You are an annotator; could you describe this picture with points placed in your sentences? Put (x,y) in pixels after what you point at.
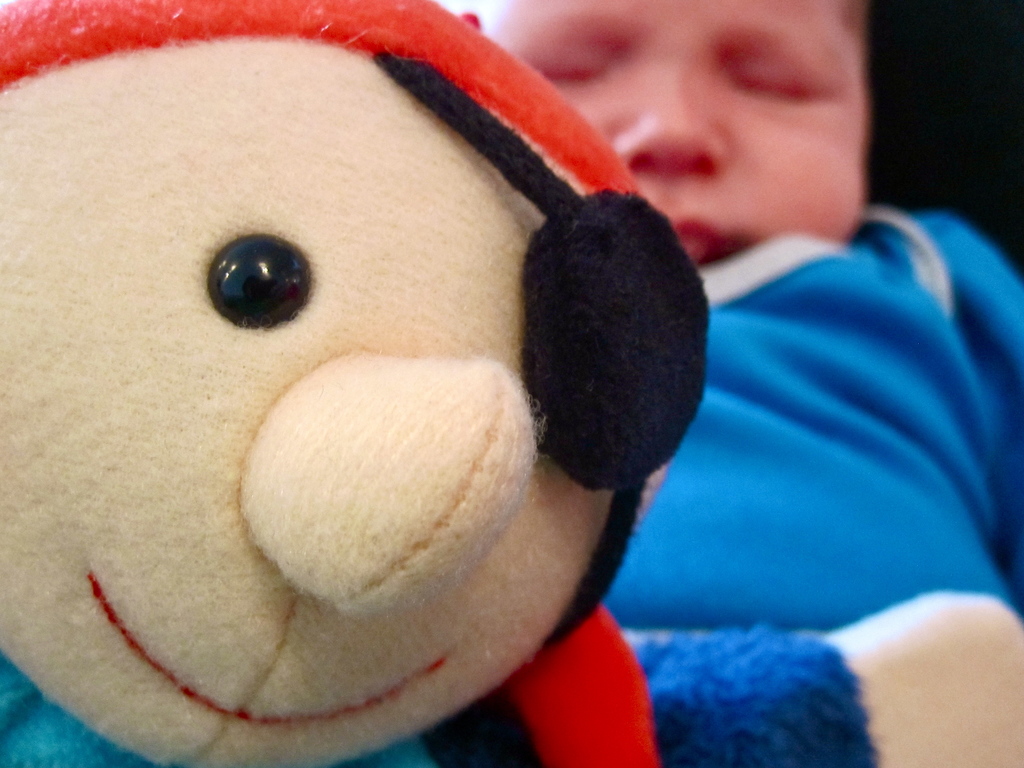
On the left side (236,405) it's a doll (399,470), on the right side (820,325) a baby (791,402) is sleeping. This baby (787,506) wore blue color dress (818,490).
